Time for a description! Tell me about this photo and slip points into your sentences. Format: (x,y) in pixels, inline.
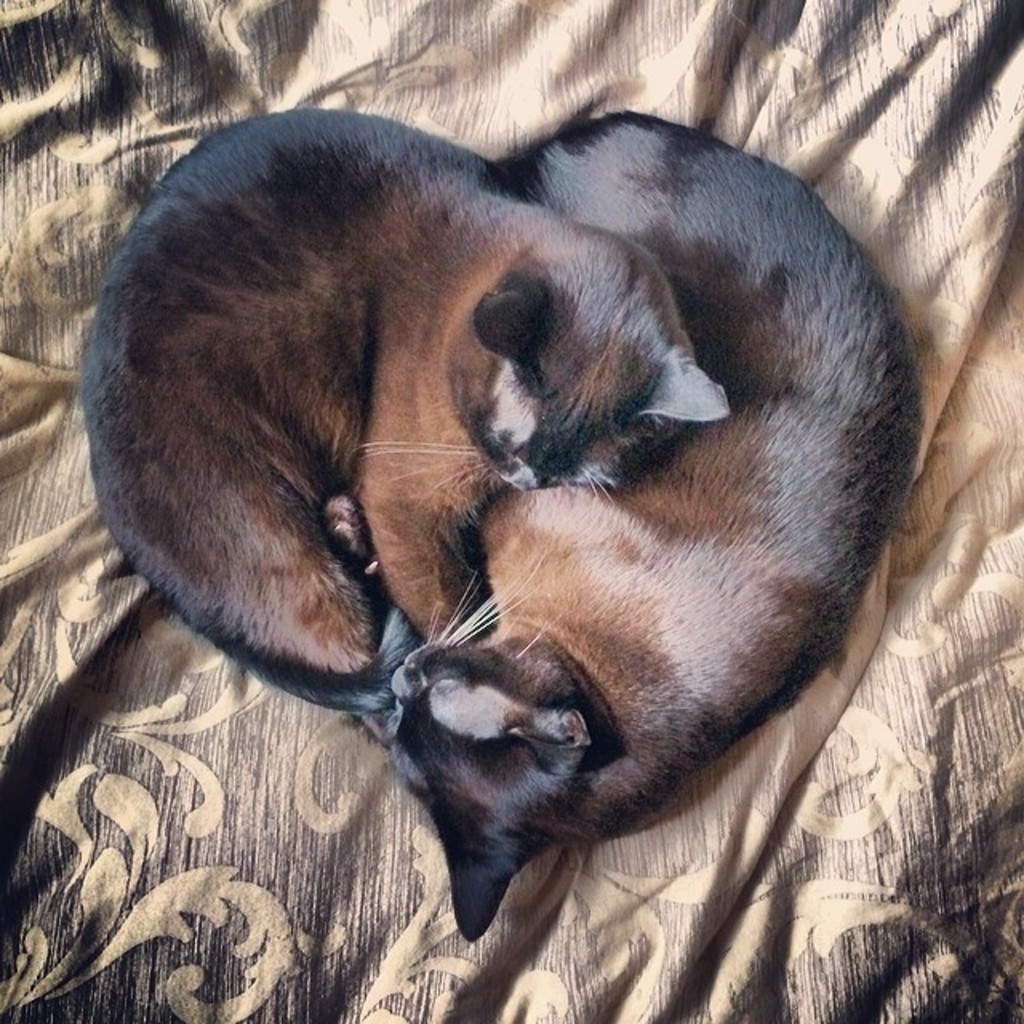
In the foreground of this image (514,518), there are two cats (643,572) on a cloth (174,861).
